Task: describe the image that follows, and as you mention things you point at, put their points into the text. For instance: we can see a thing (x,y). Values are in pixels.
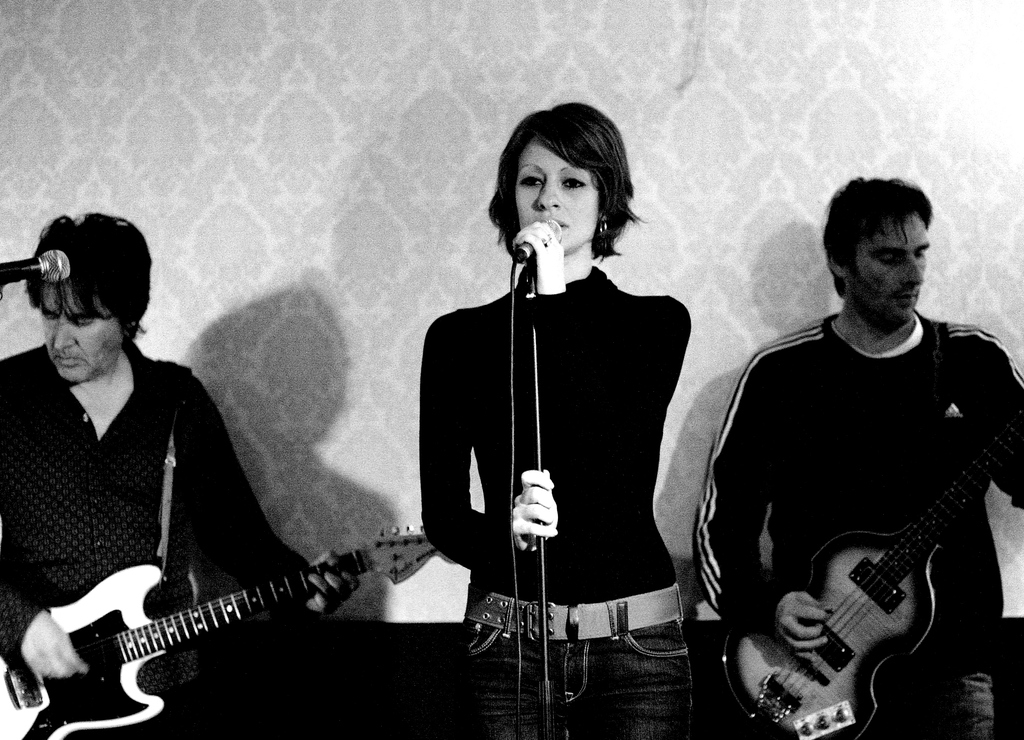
This is a black and white image. This looks like a musical concert. There are three people (641,462) in this image, the one who is in the middle (599,343) is woman (621,478), two people (741,460) on left side (171,457) and right side (887,497) are men (886,515). Both men (812,609) are playing guitar (134,593) and this girl (482,340) is singing song.
